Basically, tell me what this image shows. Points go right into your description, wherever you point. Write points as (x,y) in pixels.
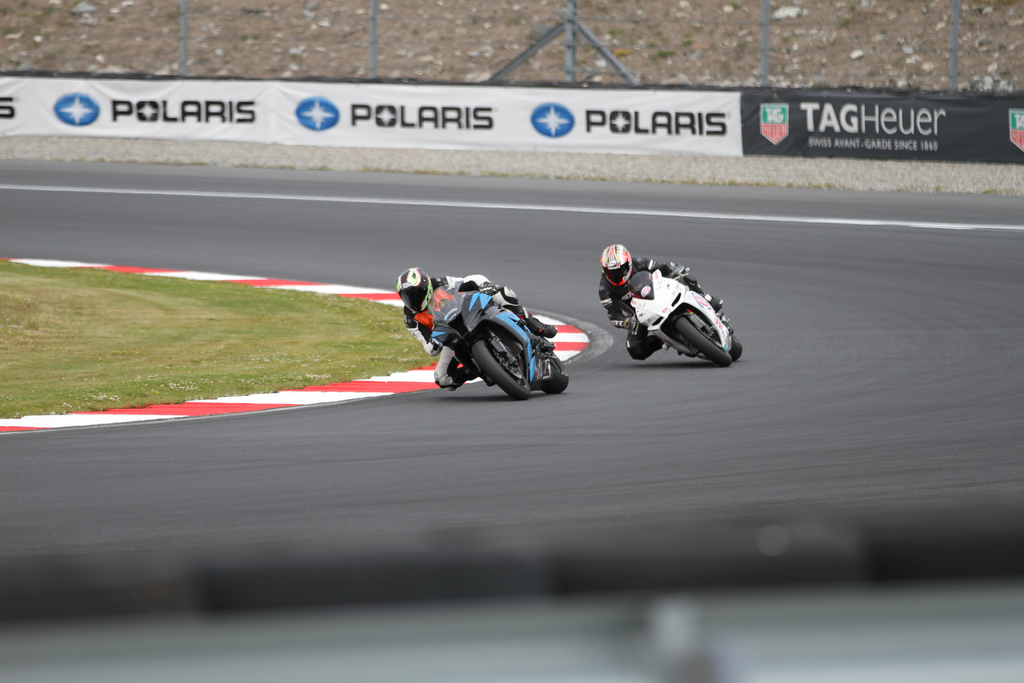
In this image, I see 2 persons (621,257) on 2 bikes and they are on the road (477,422) and side to road (145,257) there is grass (378,321). In the background (973,111) I see the banner (352,93).
